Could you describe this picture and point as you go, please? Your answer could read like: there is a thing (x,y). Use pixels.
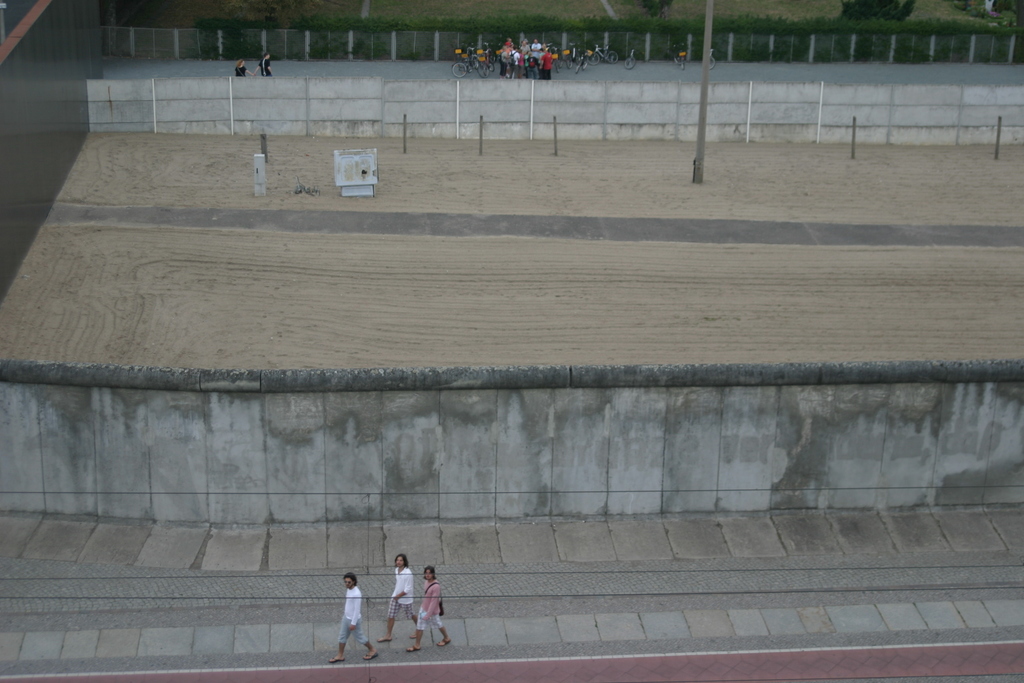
At the bottom of this image (433,575), there are three persons (435,591) in different color dresses (353,589), walking on a footpath (401,634). Beside them, there is a wall (414,476). At the top of this image (617,54), there are persons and bicycles (488,57) on a road (829,64). Beside them, there is a fence (628,33). Outside this fence (651,41), there are plants (506,18). In the middle of this image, there are poles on the ground (198,334).
